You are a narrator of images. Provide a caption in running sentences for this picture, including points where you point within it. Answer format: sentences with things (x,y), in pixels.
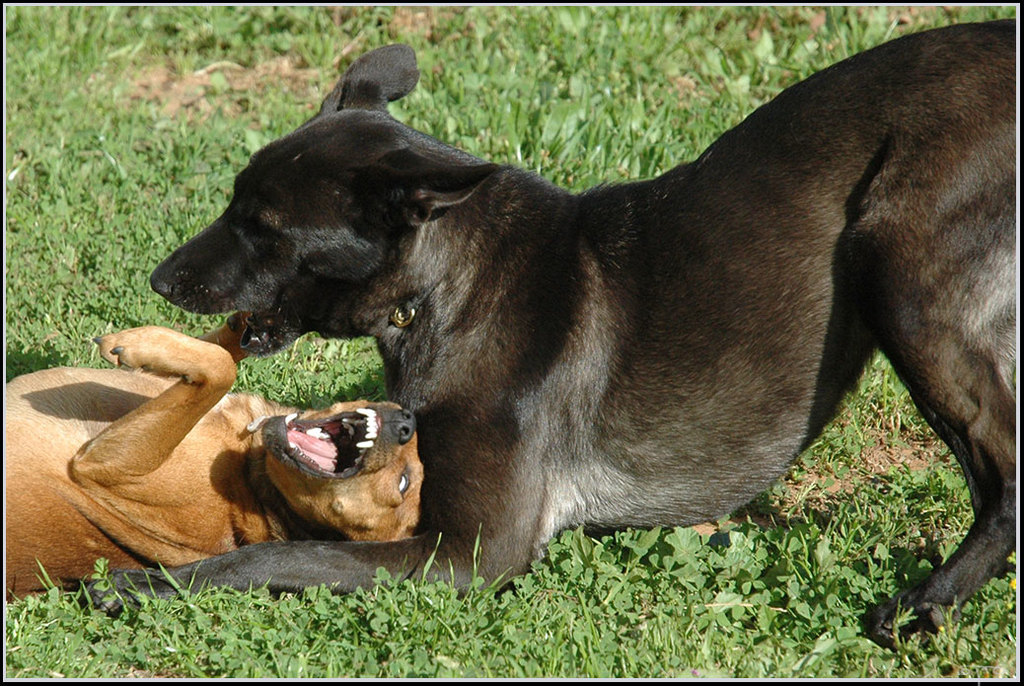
In this image I can see, on the right side (737,451) there is a black color dog (674,318), on the left side (214,338) there is a brown color dog (209,494). At the bottom (643,594) there are plants (450,665).
